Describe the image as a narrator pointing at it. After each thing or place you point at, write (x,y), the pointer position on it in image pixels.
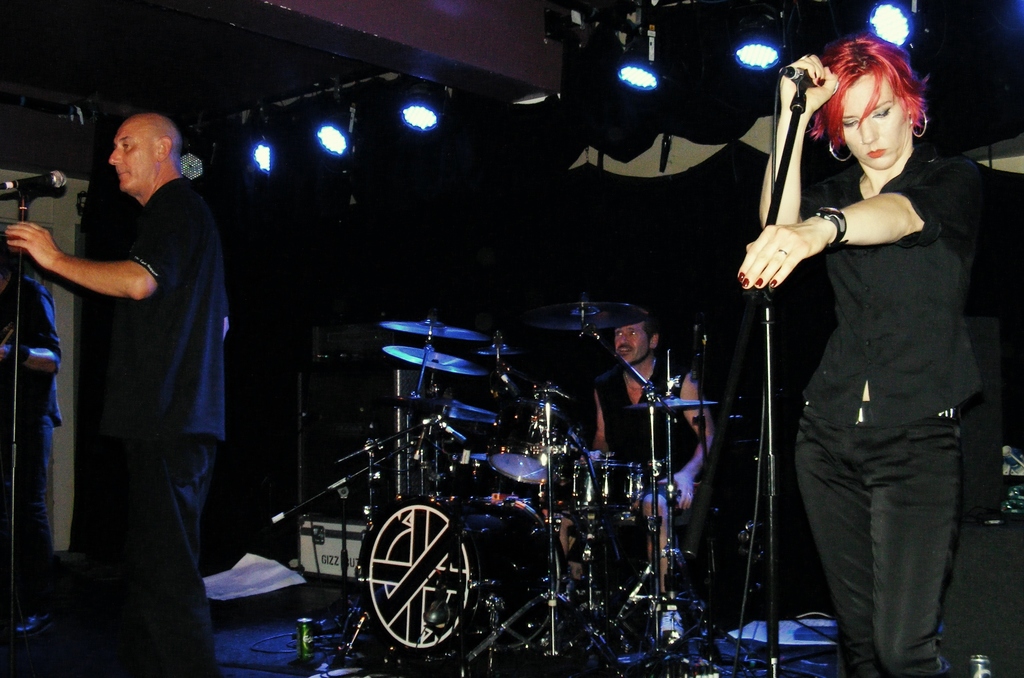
In the image we can see a woman (897,329) and a man (145,346) standing and another man (611,410) is sitting. They are wearing clothes (196,432), the woman (858,337) is wearing a wrist watch (844,242) and earrings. Here we can see musical instruments (515,400), microphone (41,185) to the stand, cable wires (665,656) and the lights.
